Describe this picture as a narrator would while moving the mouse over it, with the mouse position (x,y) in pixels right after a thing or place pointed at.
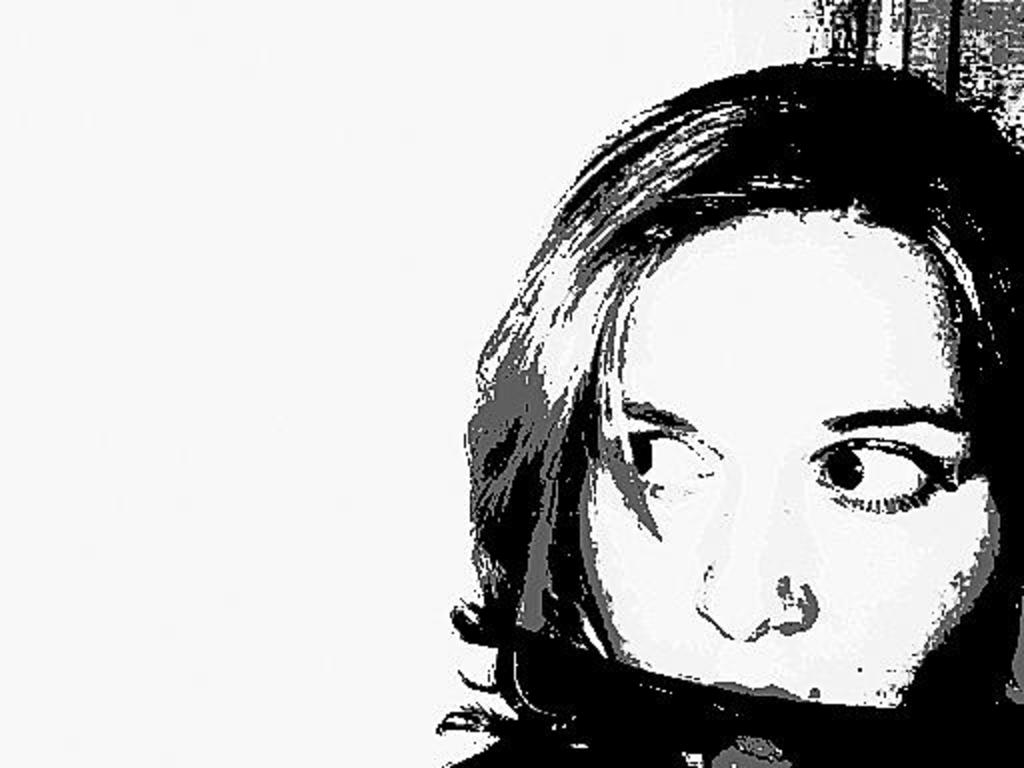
On the right side of the image (686,395) there is a drawing (779,395) of a lady (757,225). And there is a white background (215,422).
